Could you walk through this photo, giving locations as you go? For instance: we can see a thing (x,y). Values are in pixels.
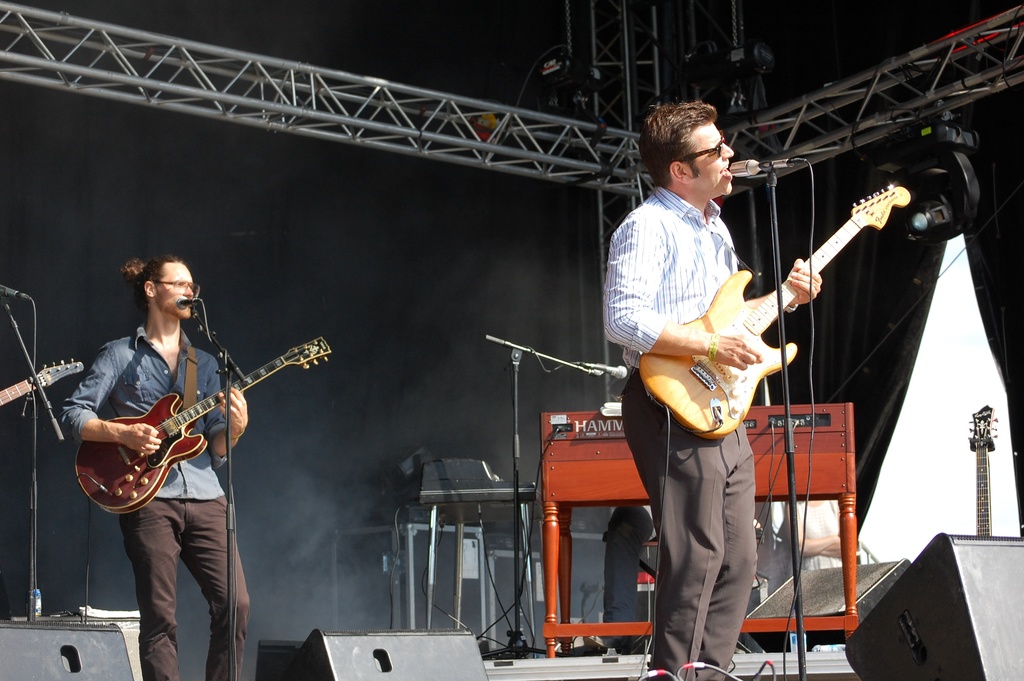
This image is taken in a concert. There are two men (163,521) in this image. Both are playing guitar (160,449). To the left (164,357), the man (164,357) is wearing blue shirt (125,405) and playing a red guitar (194,435). In the middle (682,348), the man (687,472) wearing white shirt (686,316) and playing guitar (755,380). In the background (402,260), there is a wall (421,263) in black color, and there are many stands (877,122). At the bottom right (970,603), there is a speaker (925,620).
